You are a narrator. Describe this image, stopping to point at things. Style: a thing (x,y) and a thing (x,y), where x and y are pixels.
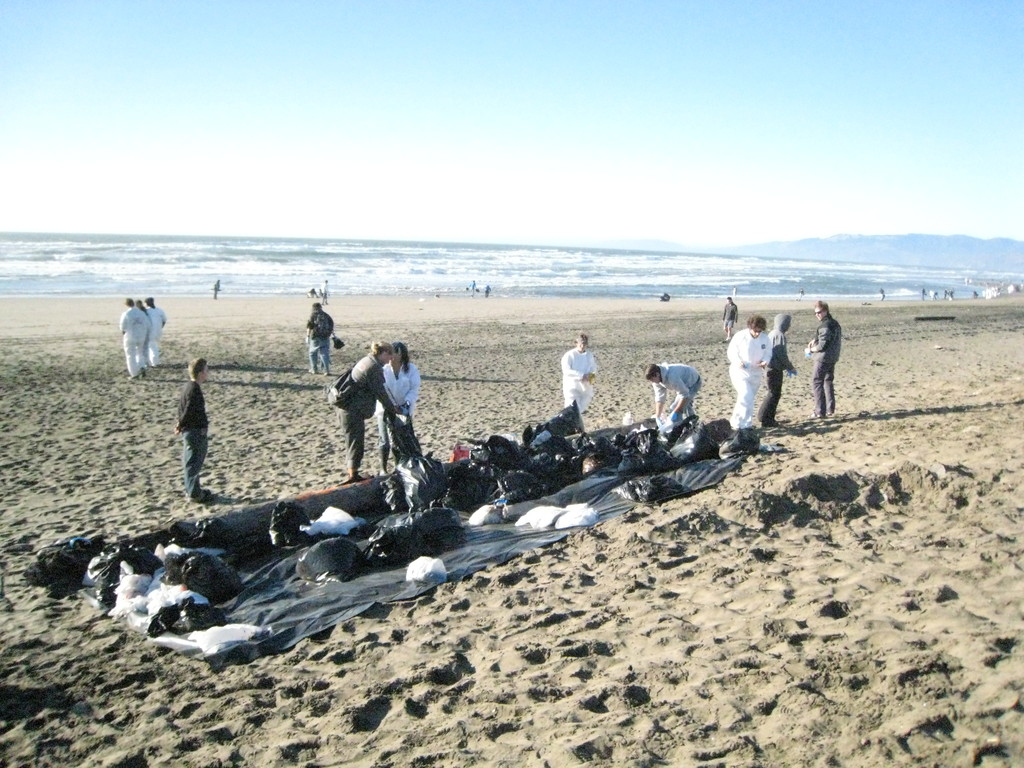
This image is clicked at a beach (265,456). There are people (736,344) standing on the beach (519,407). In the foreground (386,576) there is a plastic sheet (485,539) on the ground (388,638). There are bags (230,584) on the plastic sheet (247,595). In the background (442,278) there is the water (400,278). At the top (526,65) there is the sky (499,68).
